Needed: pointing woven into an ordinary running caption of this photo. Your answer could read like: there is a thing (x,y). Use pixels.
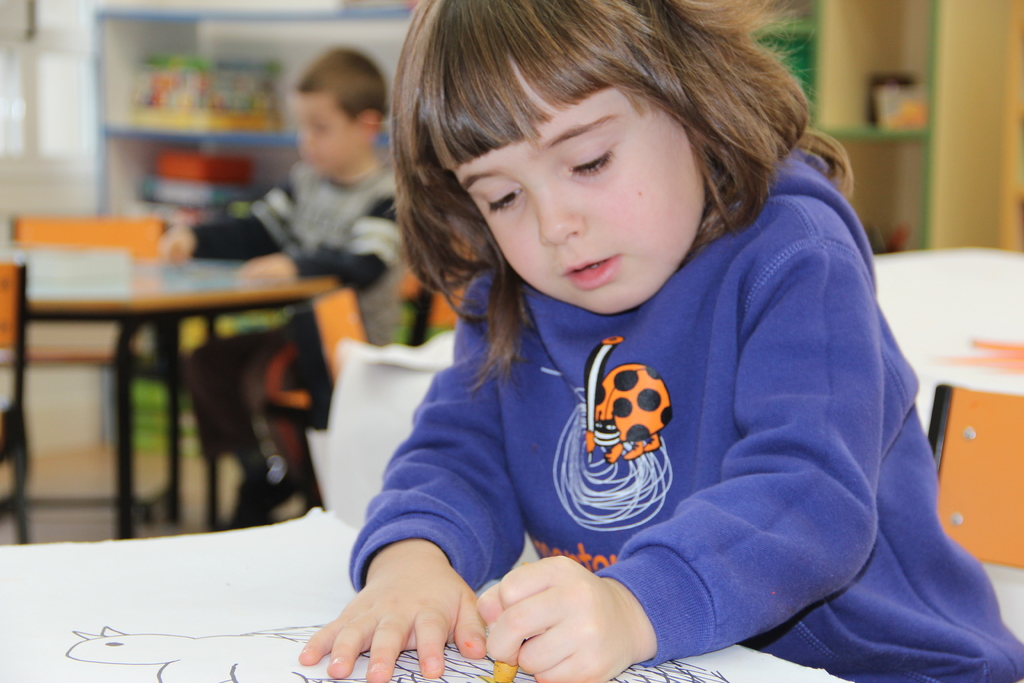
This picture is clicked inside the room (137,461). Here, we see a girl (707,391) in blue jacket (809,443) is catching crayon (500,670) in her hands (496,616) and drawing on a sheet of paper (223,582) which is placed on the table (153,620). Behind her, we see a boy (331,215) in grey t-shirt (326,210) is sitting on the chair (300,394). In front of him, we see a table (127,266) and behind him, we see shelves (159,134) in which yellow color box (171,118) is placed.
